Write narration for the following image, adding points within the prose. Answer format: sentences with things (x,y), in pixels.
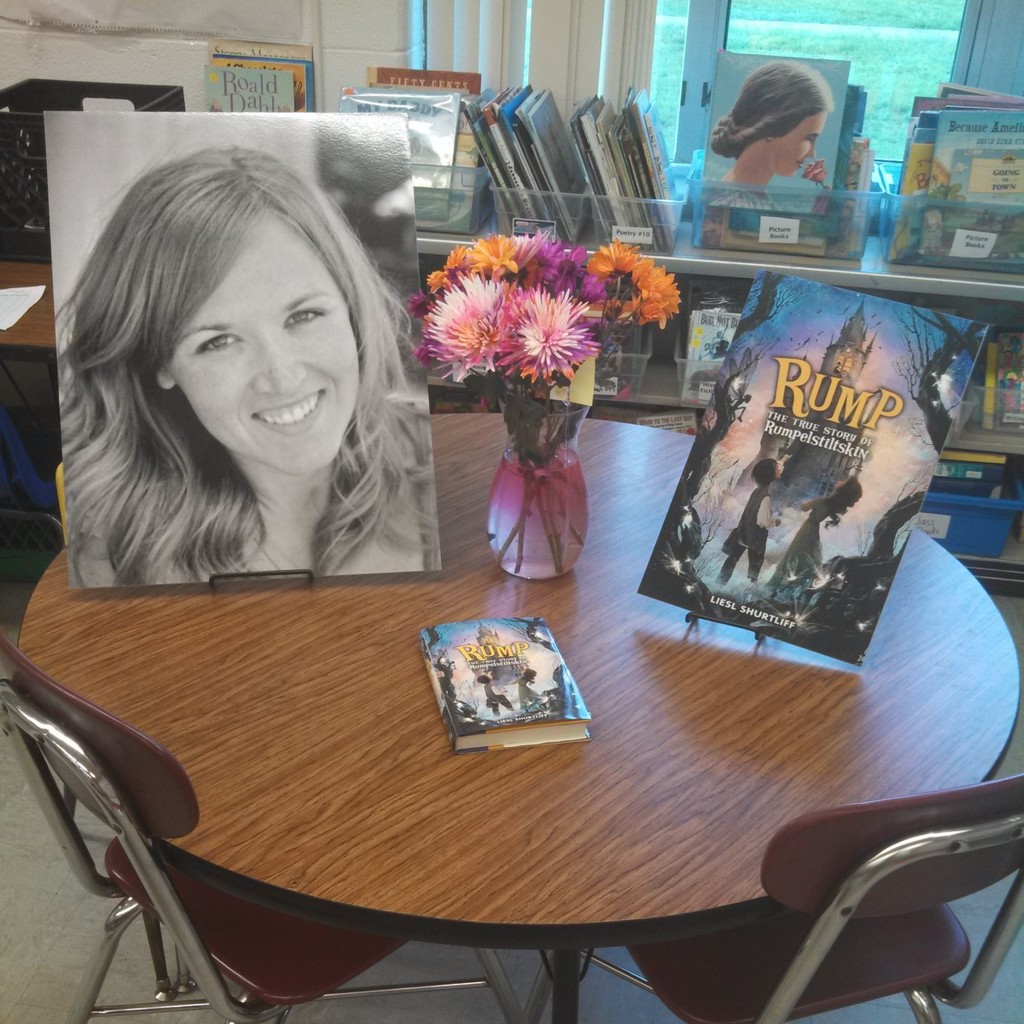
Here we can see that a photo frame (114,230) on the table (481,476), and flower vase (532,438) and some objects (807,601) and books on it, and at back (786,119) there are many books (547,121) in the shelves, and here is the glass (849,14) and here are the chairs (697,972).
